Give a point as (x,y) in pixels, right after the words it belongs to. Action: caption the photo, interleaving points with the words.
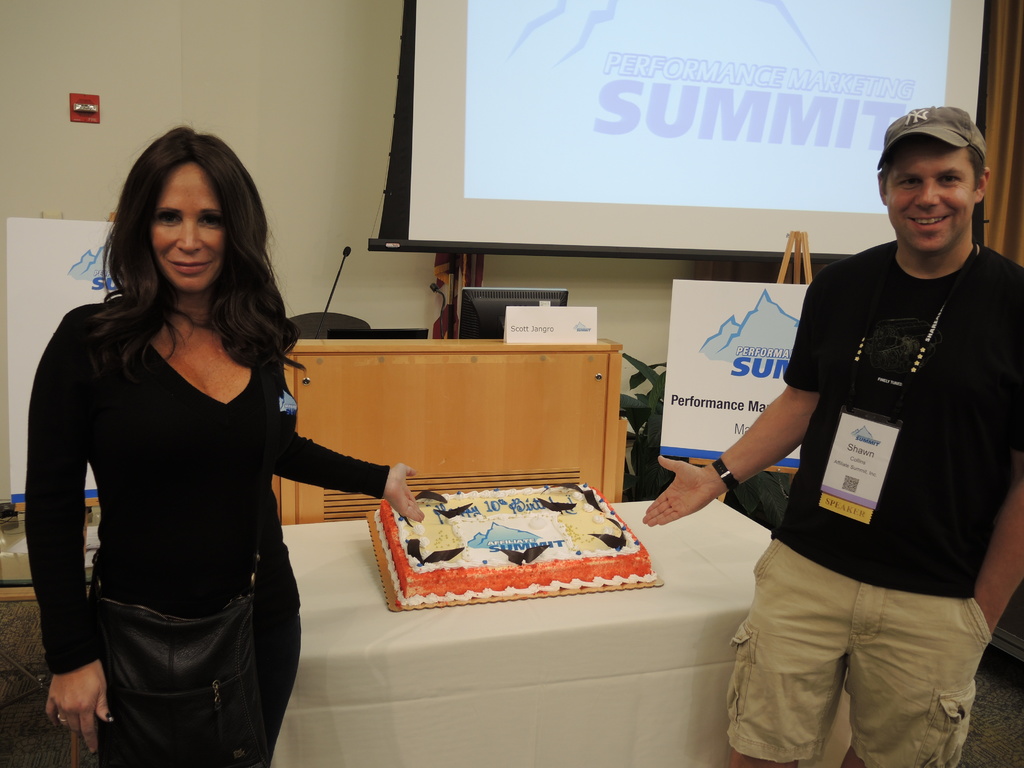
In this image I can see two persons (683,514) standing and I can also see the cake (537,509) on the white color surface (522,730). In the background (315,269) I can see the microphone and the system (502,323) and I can also see the projection screen (581,89) and the wall (343,40) is in cream color.
